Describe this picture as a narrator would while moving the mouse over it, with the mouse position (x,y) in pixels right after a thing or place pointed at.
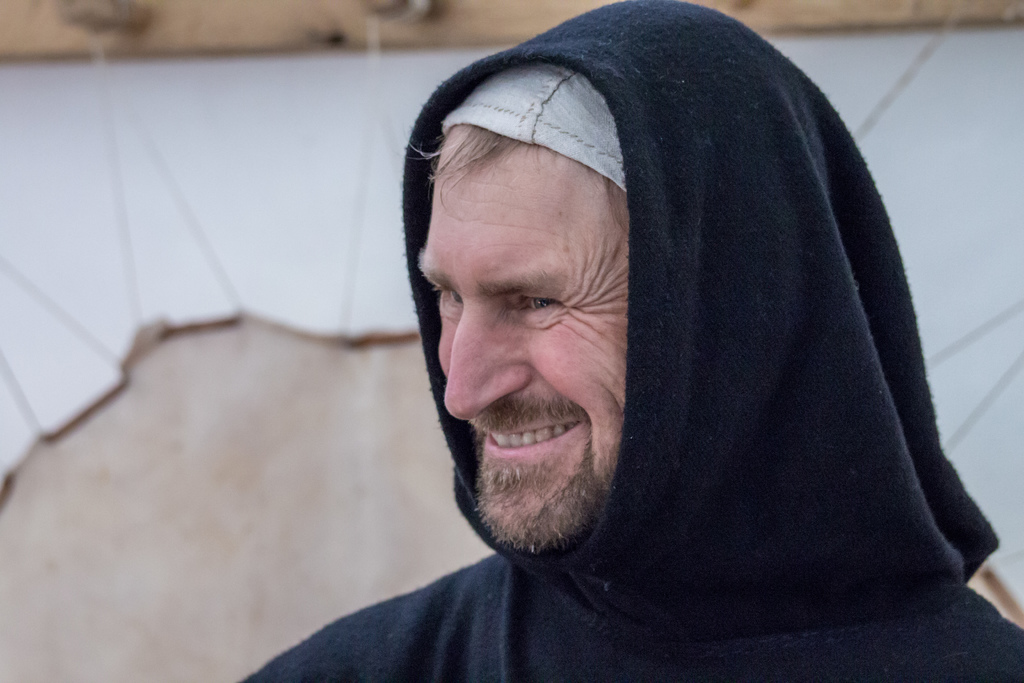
In this image I can see the person (554,488) is smiling and wearing black and white color dress (849,464). Background (256,254) is in cream and white color.
